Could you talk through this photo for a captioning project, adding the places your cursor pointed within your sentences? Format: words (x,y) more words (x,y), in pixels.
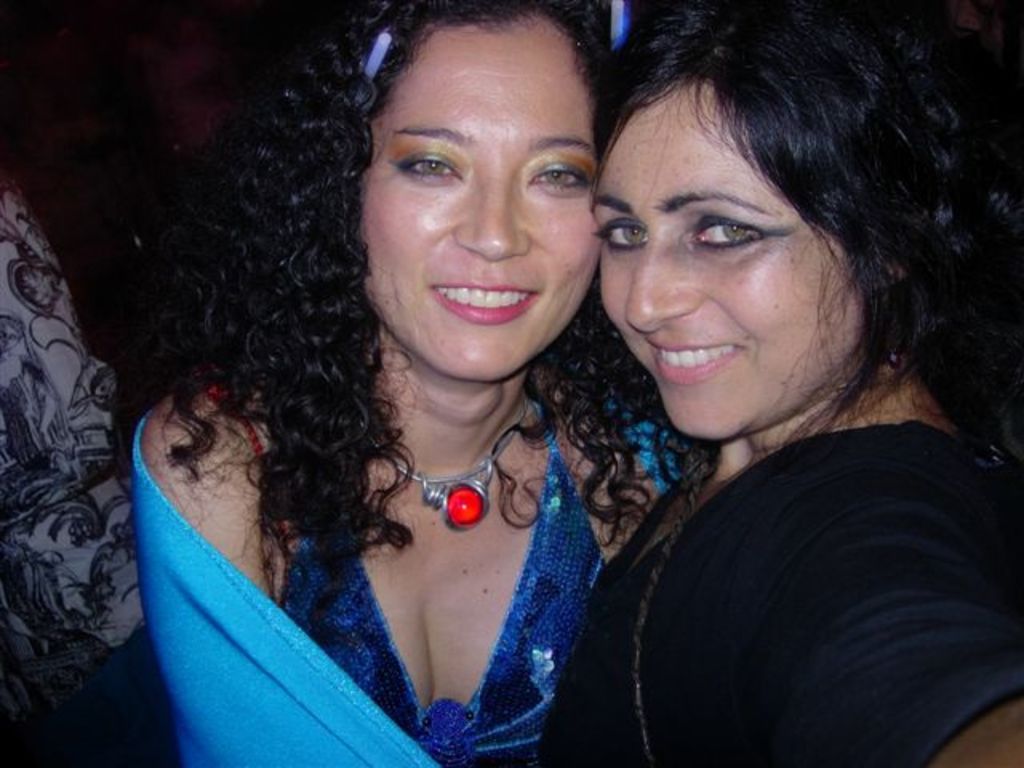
There are two ladies (659,483). Both are smiling. Lady (414,432) in the center (443,501) is wearing a necklace (443,508) with red stone (454,495).
